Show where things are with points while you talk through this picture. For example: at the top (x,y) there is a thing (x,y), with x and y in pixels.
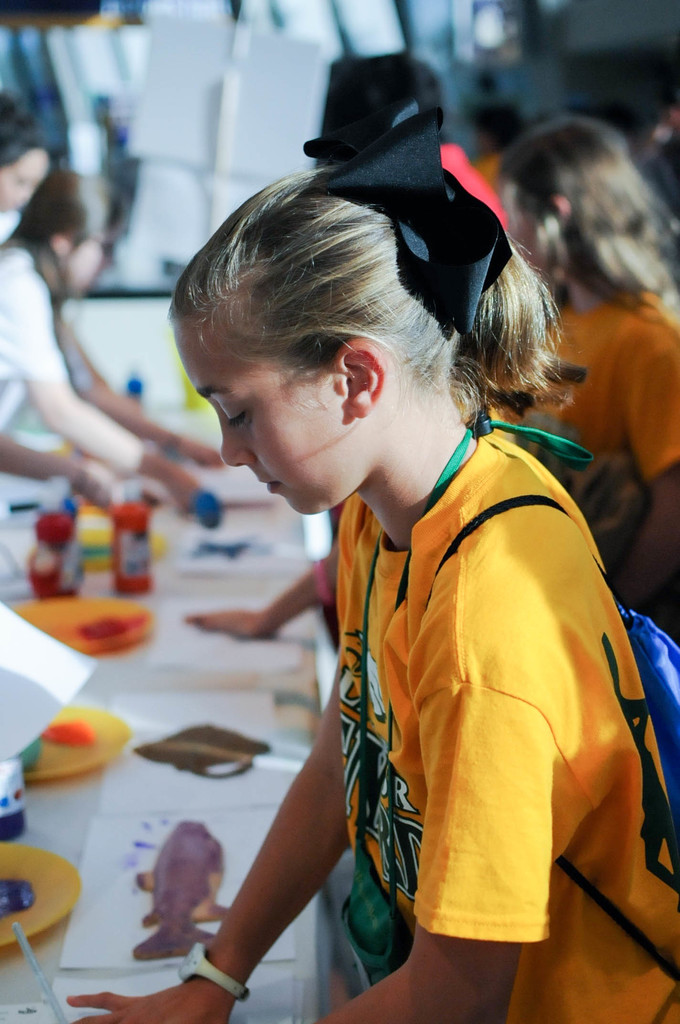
In this picture I can see few people (81,368) standing and a girl (544,658) wearing a bag (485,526). I can see few plates (115,728), couple of bottles (142,543) and papers (4,635) on the tables (198,572) and I can see another human (116,141) walking in the back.
